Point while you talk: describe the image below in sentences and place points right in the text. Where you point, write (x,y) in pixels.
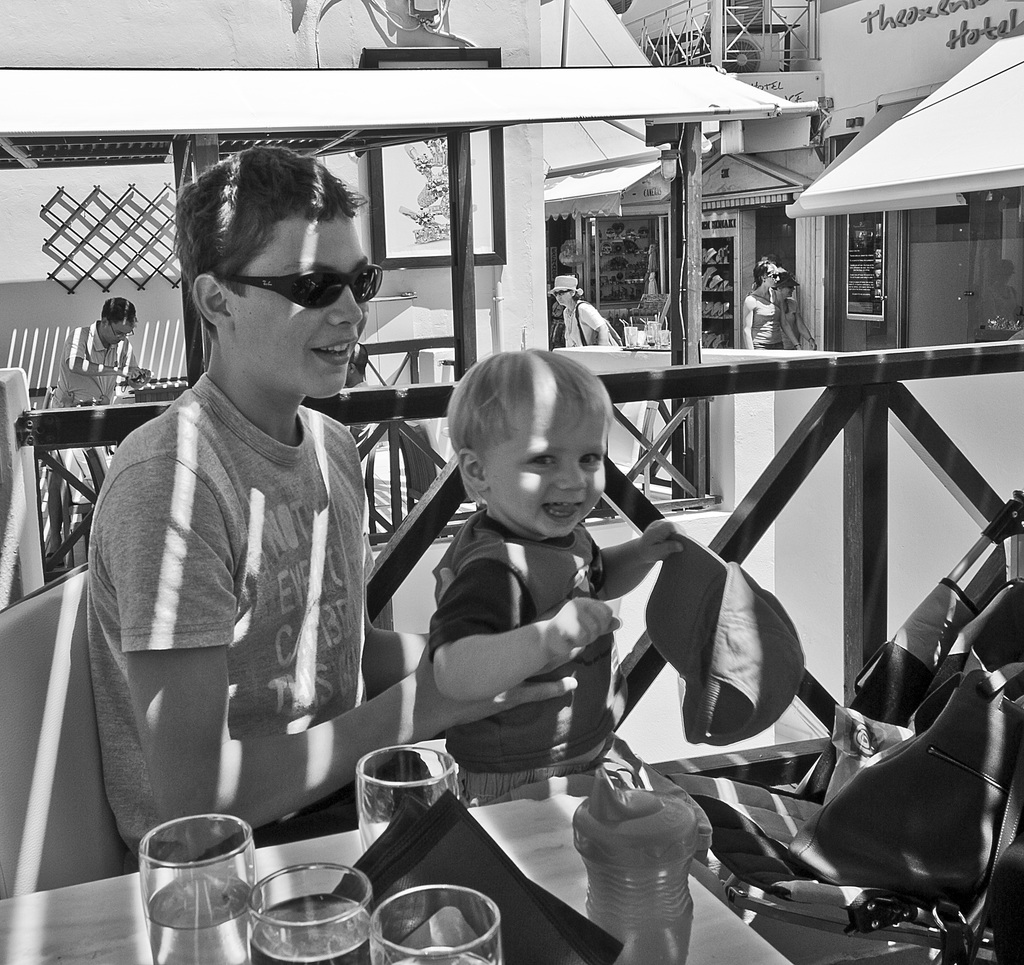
In this image in the front (479,814) there is a table (264,863) and on the table (533,874) there are glasses (310,871) and there is a bag (944,809). In the center (355,592) there are persons (211,492) sitting and smiling and there is a fence (806,419). In the background (598,193) there are buildings (715,194), persons (572,312), there are tents (724,98) and on the right side (998,33) there is some text (967,6) written on the wall (944,16) of the building (928,28) which is visible and there is a frame (439,244) on the wall (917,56).
